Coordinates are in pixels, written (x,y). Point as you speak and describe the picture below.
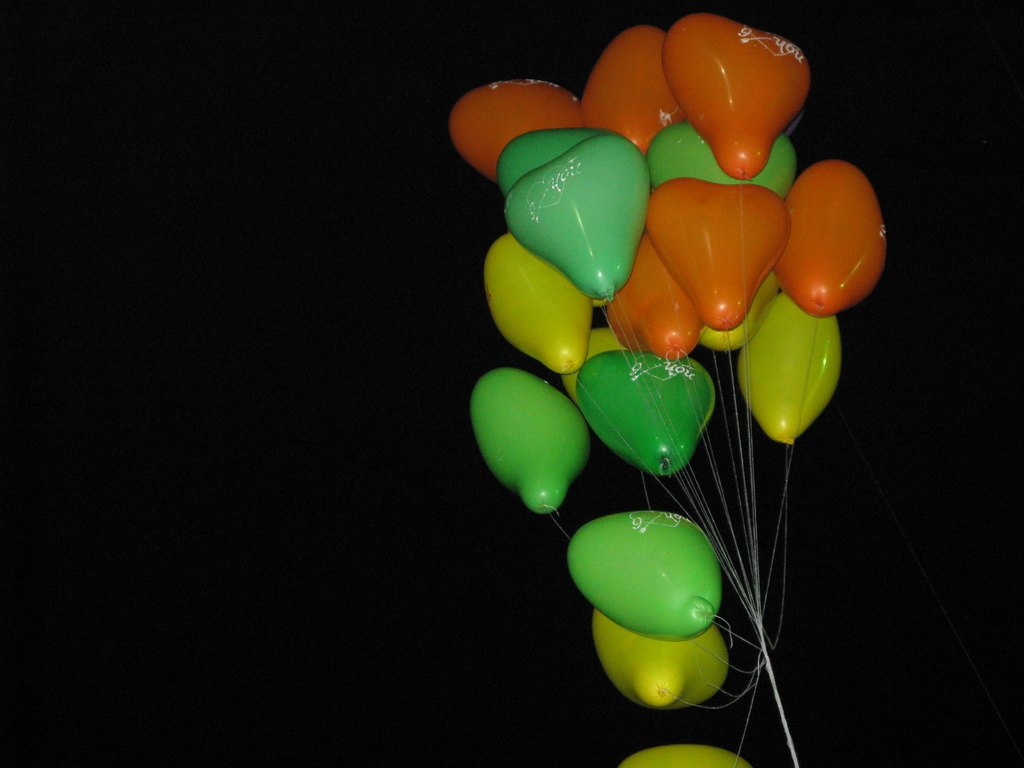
In this image I can see white colour threads (751,451) and number of balloons (711,415). I can also see black colour background (429,98) and I can see colour of these balloons (715,323) are green, yellow and orange. I can also see something is written on few balloons (655,419).
